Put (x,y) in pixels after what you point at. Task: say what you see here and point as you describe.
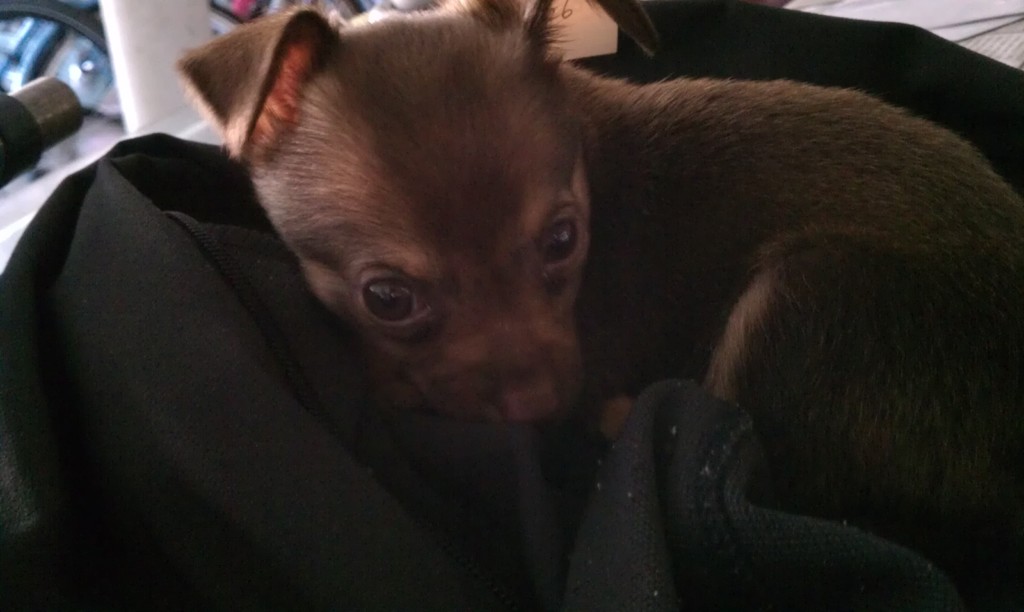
In the center of the image (433,356) there is a dog (692,213) on a black color cloth (182,195).
